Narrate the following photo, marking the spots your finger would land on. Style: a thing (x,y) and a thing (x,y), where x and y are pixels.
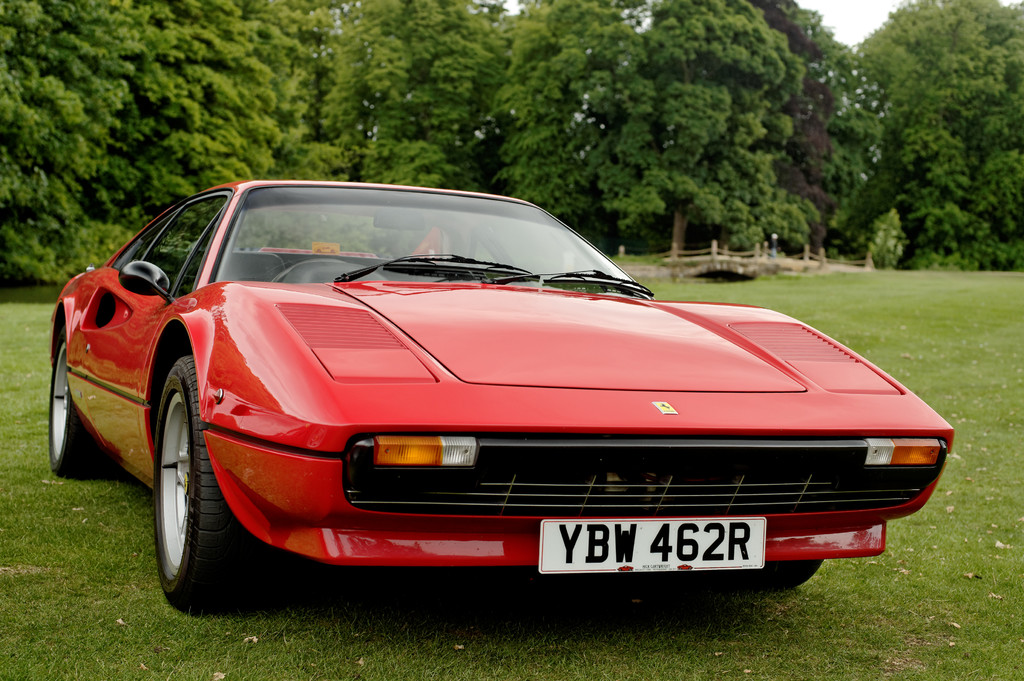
In the image there is a red car (242,395) on the grassland (32,625) and behind there are trees (442,149).
